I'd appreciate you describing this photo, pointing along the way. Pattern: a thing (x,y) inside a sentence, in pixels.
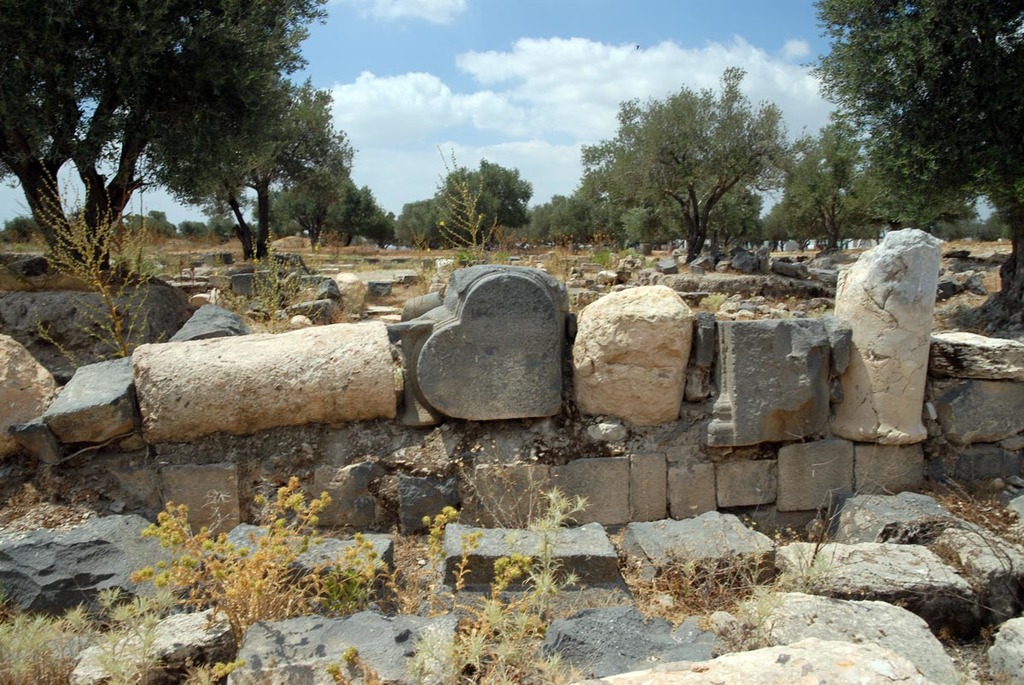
In this image, I can see the rocks (348,288), trees (134,35) and plants (293,582). In the background (528,22), there is the sky (527,59).
